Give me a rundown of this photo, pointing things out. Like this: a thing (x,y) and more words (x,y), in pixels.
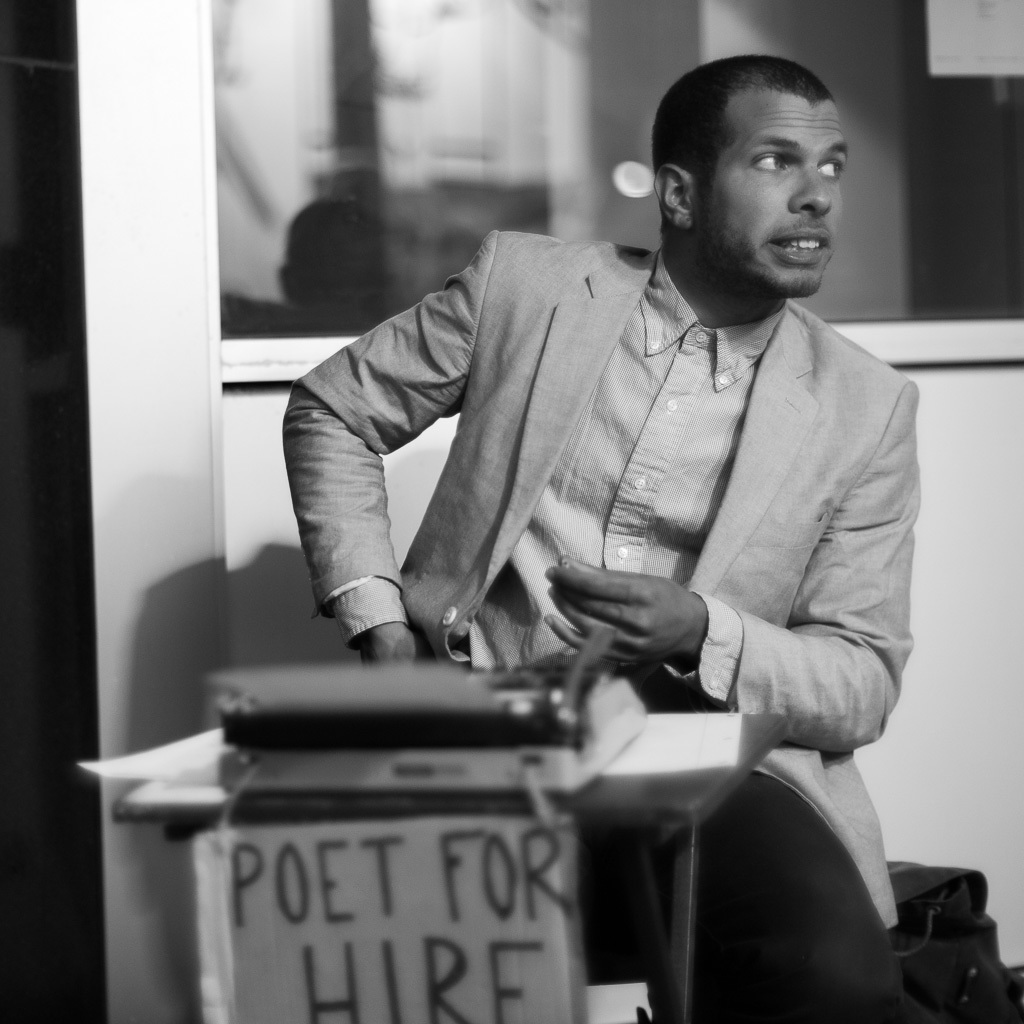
In this image, we can see a man (783,488) sitting, he is wearing a coat (835,465), there is a table (520,784), on that table (531,784), we can see a typewriter (426,751), in the background (960,544) we can see the wall (987,448) and a window (510,71).
